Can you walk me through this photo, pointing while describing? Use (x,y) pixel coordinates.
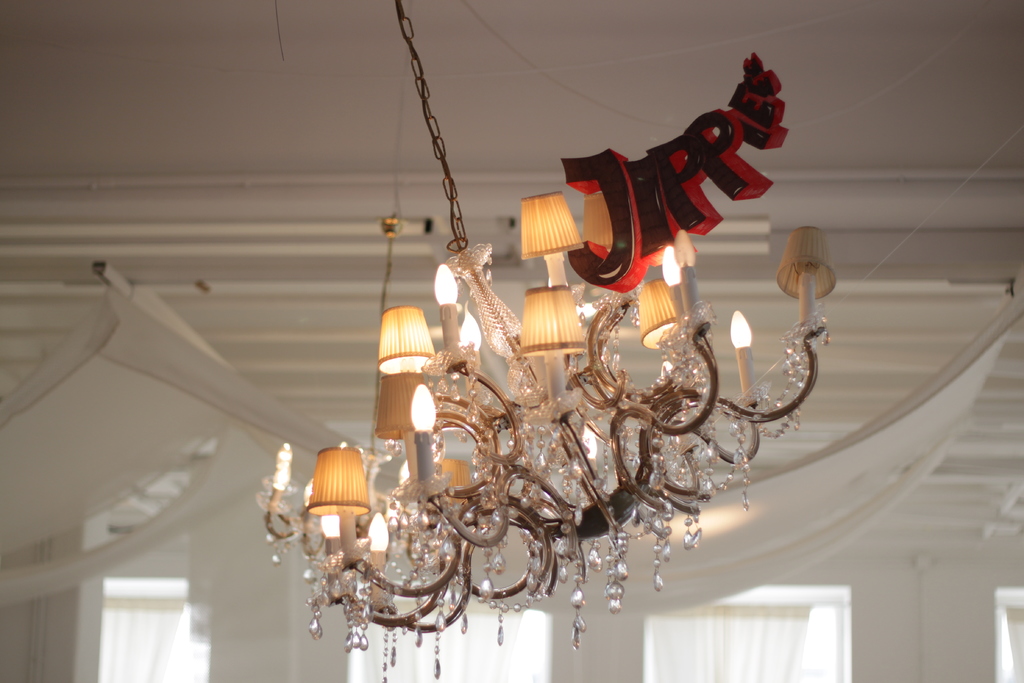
In this image I can see there are lights (653,285), at the bottom (797,618) there are white color curtains (697,609) to the windows (825,622).
